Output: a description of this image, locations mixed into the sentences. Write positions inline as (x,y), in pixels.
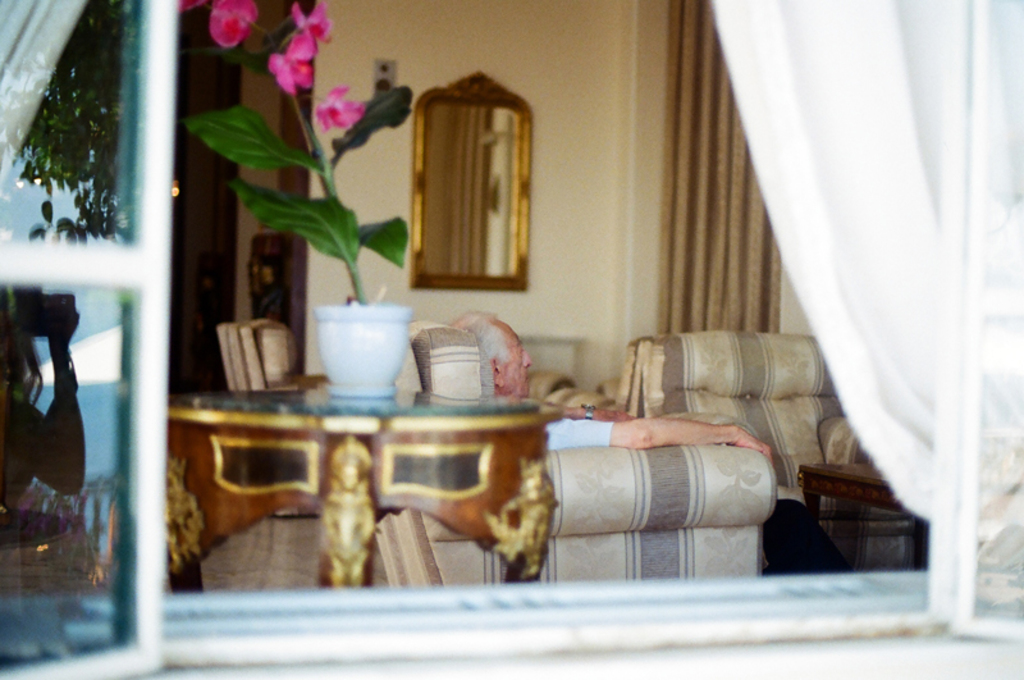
In this image I can see few sofas (547,378), a plant (330,242) and a mirror (485,143) on this wall (540,70).
